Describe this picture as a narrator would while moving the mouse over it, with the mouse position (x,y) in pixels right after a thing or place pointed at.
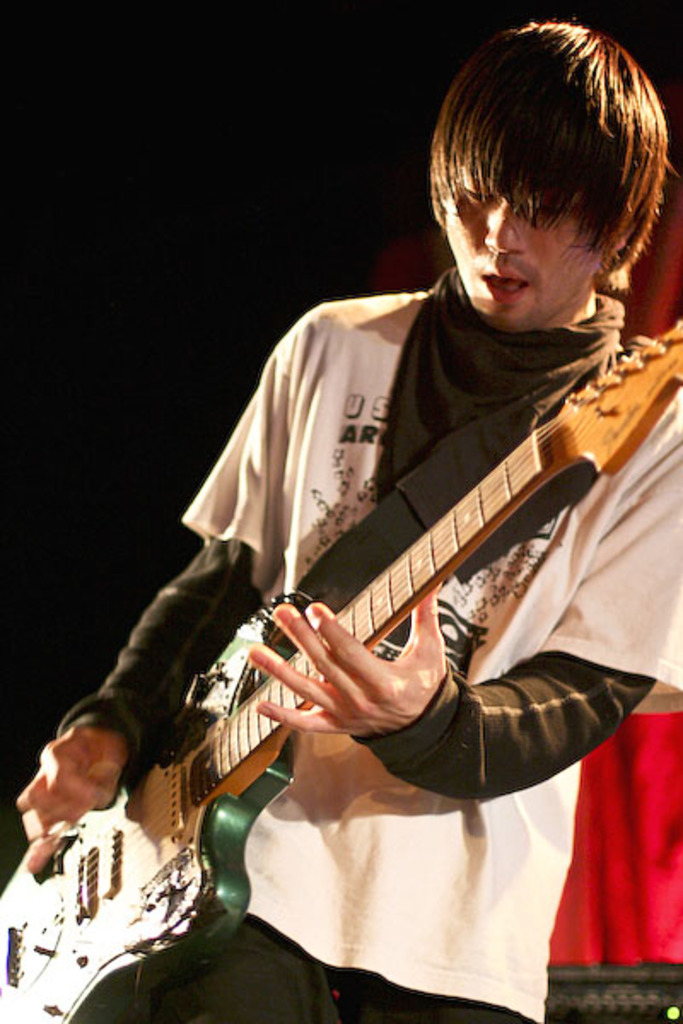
This is a picture of a person (507,76) who is in white and black tee shirt (288,530) holding a guitar (441,538) and playing it.
